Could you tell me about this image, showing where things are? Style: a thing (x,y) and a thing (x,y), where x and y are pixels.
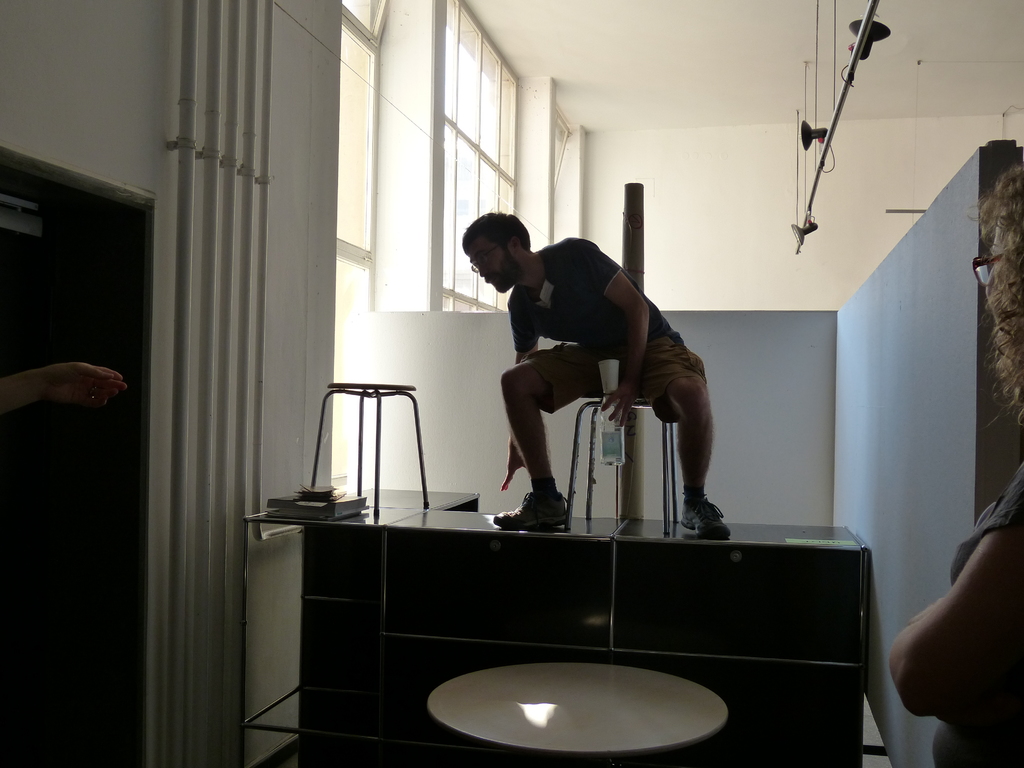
In this image there is a person (705,488) sitting on the stool (675,449). He is holding a bottle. Stools (595,480) are on the cabinet (580,571). Before it there is a table (578,722). Left side (87,375) there is a person hand (74,378) visible. Behind there is a door (97,344) to the wall (295,168) having few pipes (208,222) attached to it. Few lights (862,53) are hanged from the roof (757,28). Right side (958,761) there is a person (954,645) wearing spectacles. Background (409,222) there is a wall (534,198) having window (474,171) to it.
